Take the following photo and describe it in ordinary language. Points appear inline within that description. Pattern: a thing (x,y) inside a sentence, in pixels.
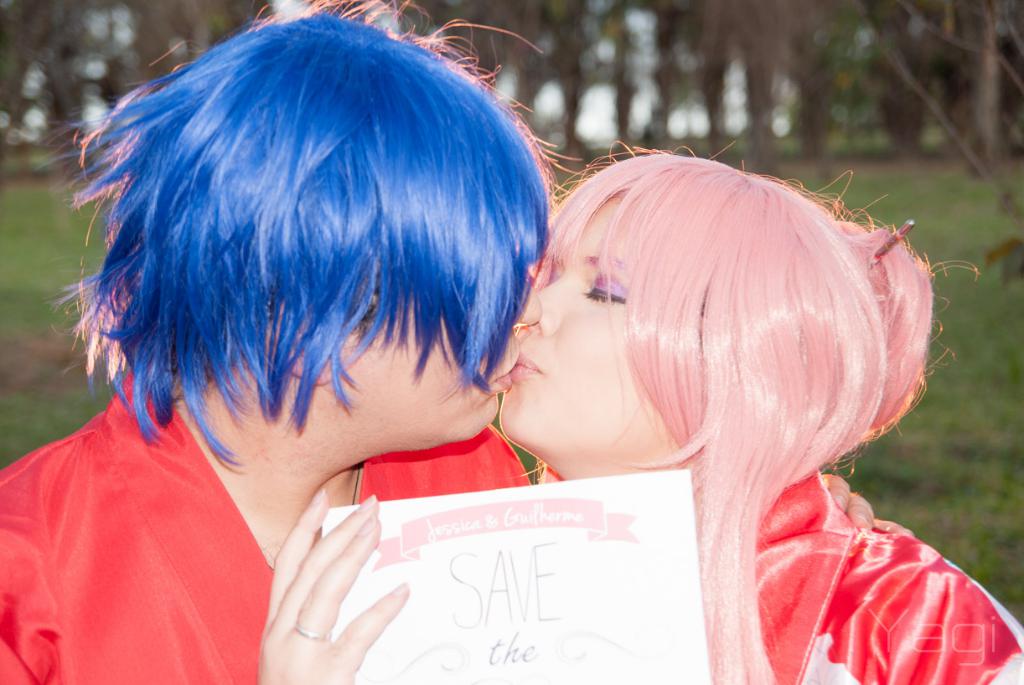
In this picture we can see two persons (522,410), they are holding a paper (471,527), in the background (639,69) we can see grass (956,319) and trees (617,32).
